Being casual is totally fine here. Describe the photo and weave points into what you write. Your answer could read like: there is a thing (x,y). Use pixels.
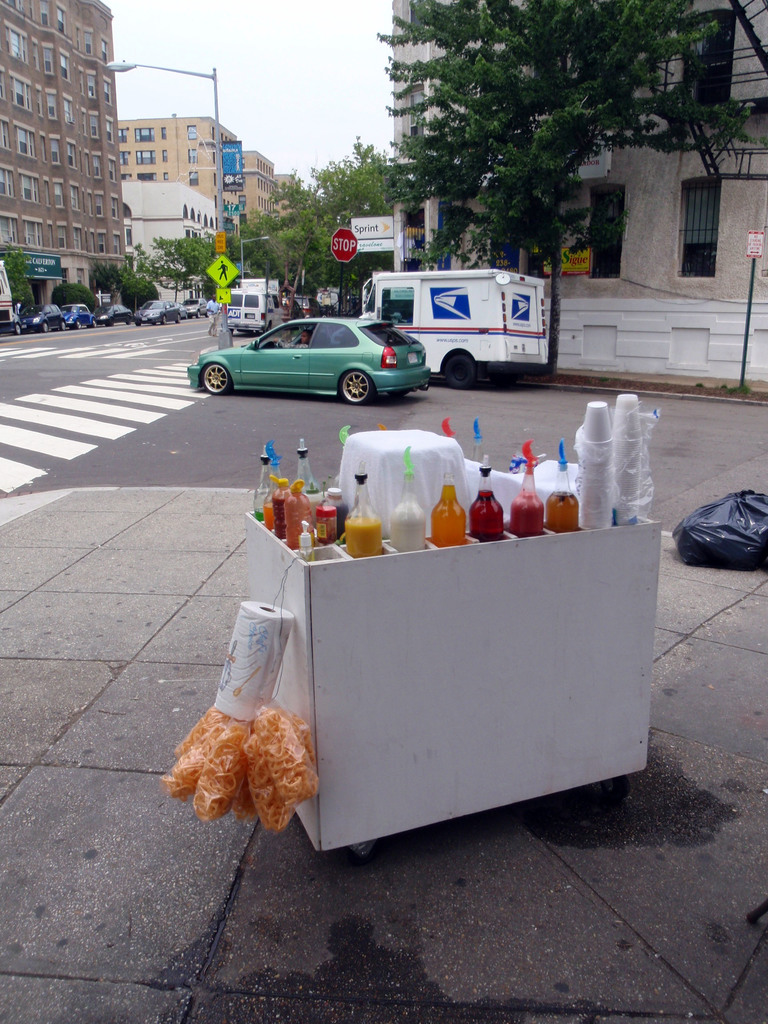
In this image I see a box (385,551) on which there are bottles (561,511) and I see cups (590,502) and I see the roll of white paper (277,647) and food (218,738) in these covers (212,742) and I see the path (193,681) and I see a black cover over here. In the background (165,18) I see the buildings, a pole (107,65) on which there are few boards (221,272), vehicles (26,313), road (184,329) and I see the trees (118,288) and the sky (310,58).
